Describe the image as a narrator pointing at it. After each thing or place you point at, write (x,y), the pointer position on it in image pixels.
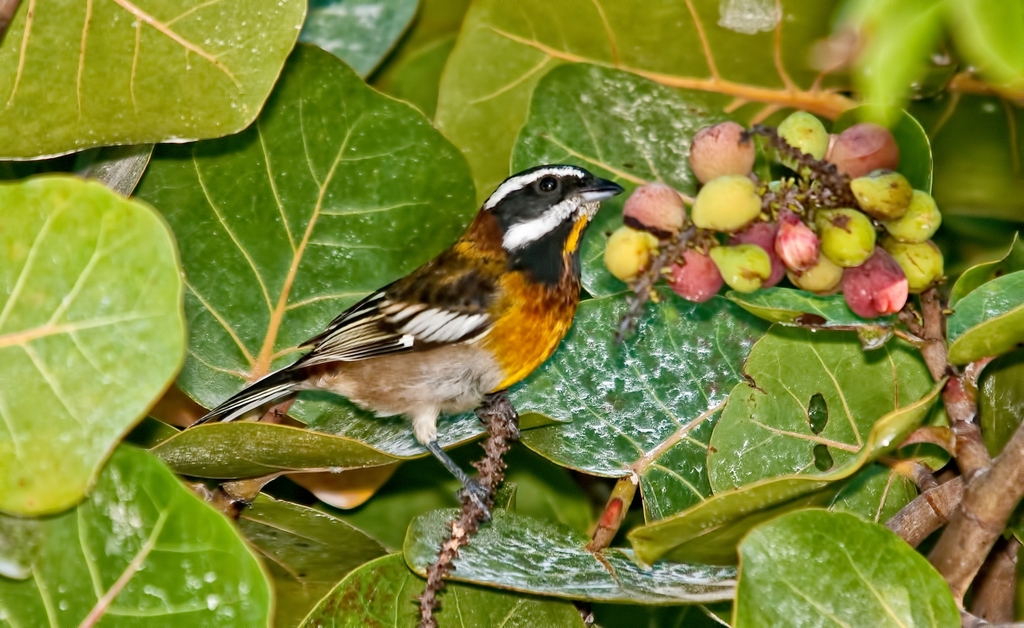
In the center of the image (501,270), we can see a bird (516,327) on the stem (488,499) and in the background (430,186), there are leaves (297,140) and we can see fruits (825,249).
